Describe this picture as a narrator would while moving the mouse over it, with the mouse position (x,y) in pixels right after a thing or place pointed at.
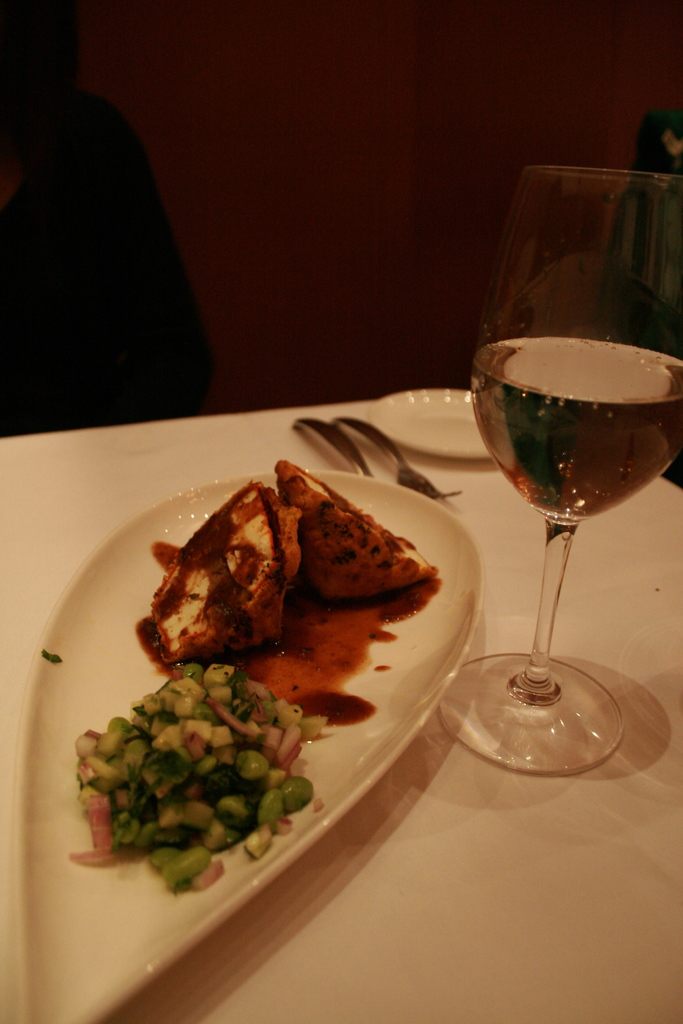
In this picture I can see a food item (242,517) on the plate (55,986), there is another plate (444,416), a fork (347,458), a glass of wine (489,372) and there is an item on the table (46,465), and in the background (209,294) there is a wall (483,125) and they are looking like two persons (41,18).
